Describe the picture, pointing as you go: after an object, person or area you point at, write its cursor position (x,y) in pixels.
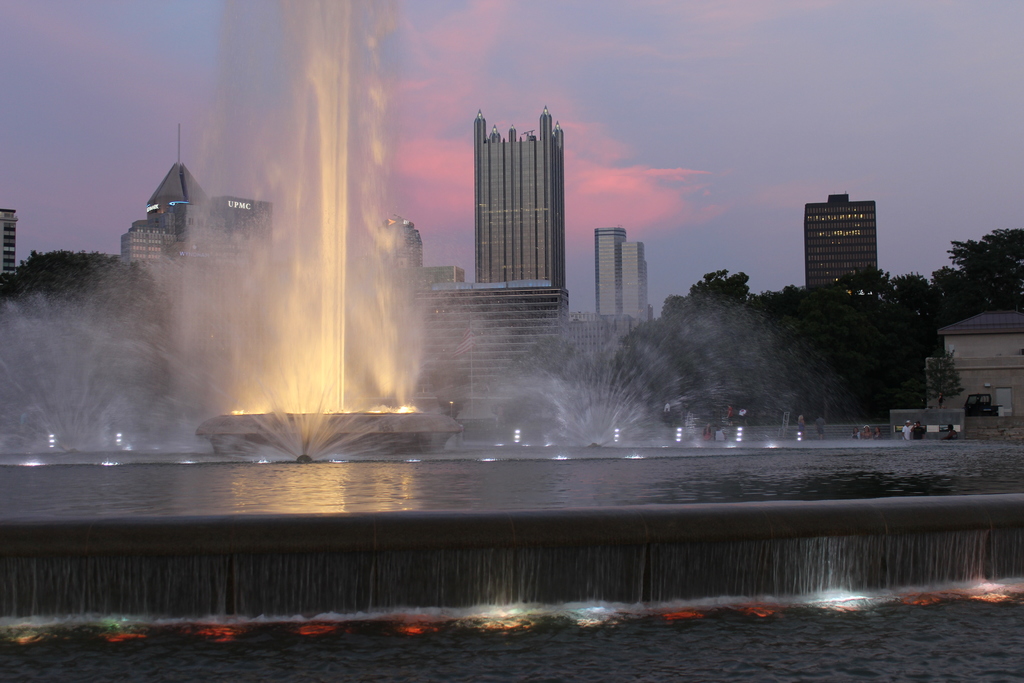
In this image I can see the water (300,510) and the fountains (380,400). In the background (441,369) I can see many trees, buildings (504,361), clouds (450,160) and the sky (504,124).
